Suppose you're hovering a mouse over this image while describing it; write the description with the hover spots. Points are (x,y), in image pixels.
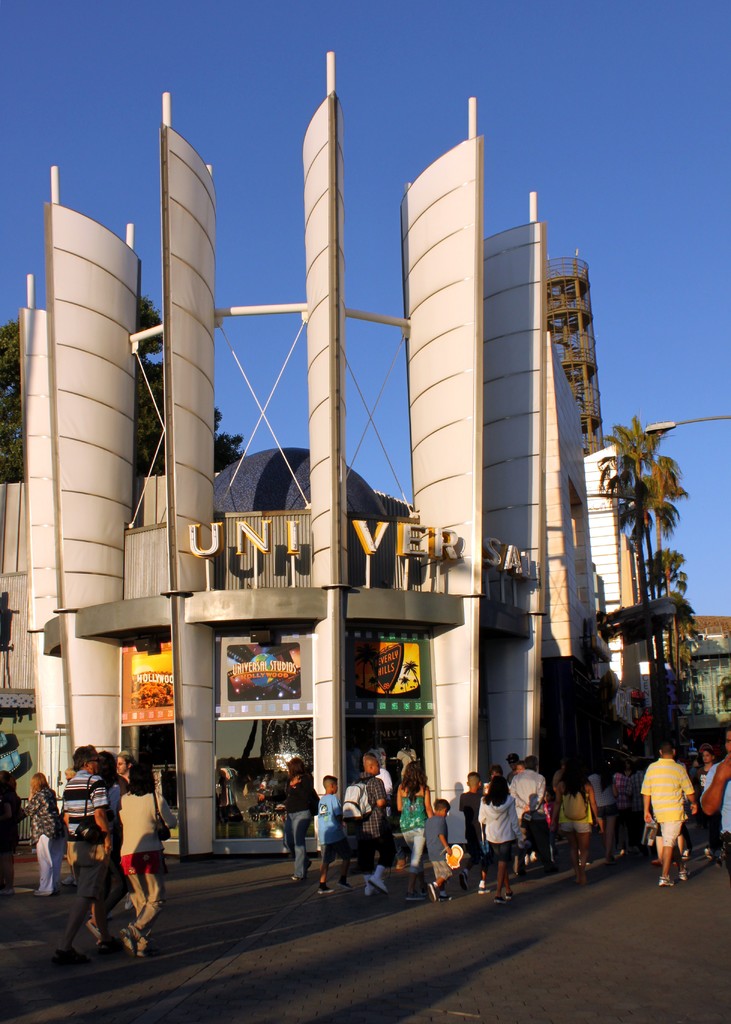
There are people (579,822), posters (253,660) and text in the foreground area of the image (266,673). There are buildings (729,635), trees (676,558), pole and sky (36,272) in the background area (698,465).
